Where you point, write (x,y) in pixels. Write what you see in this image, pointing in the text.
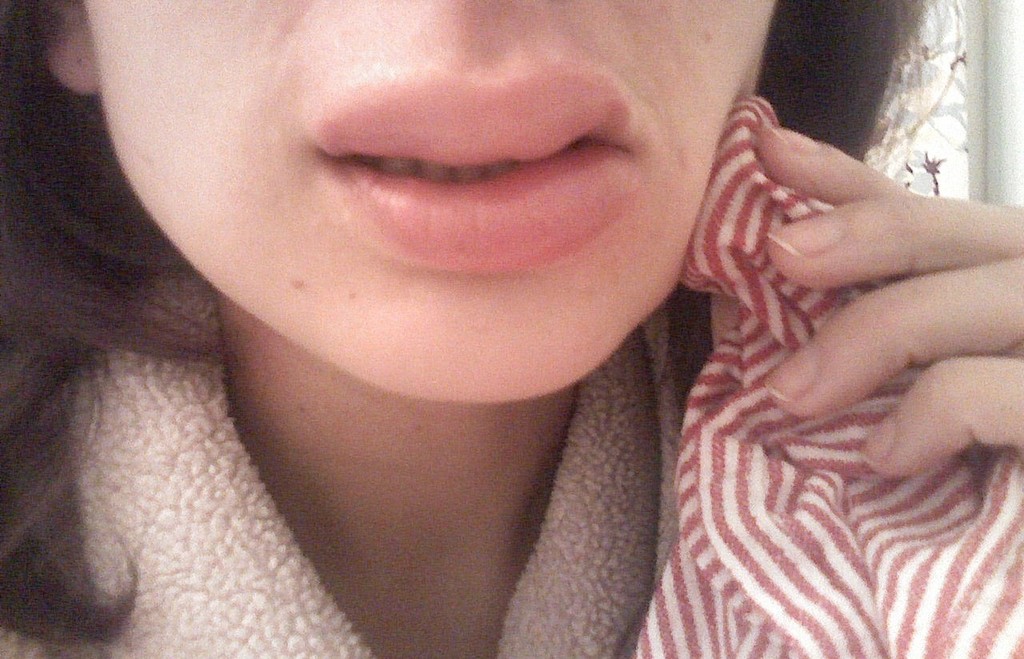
In the image I can see one girl (423,239) lips (423,239) and cloth (603,396).
